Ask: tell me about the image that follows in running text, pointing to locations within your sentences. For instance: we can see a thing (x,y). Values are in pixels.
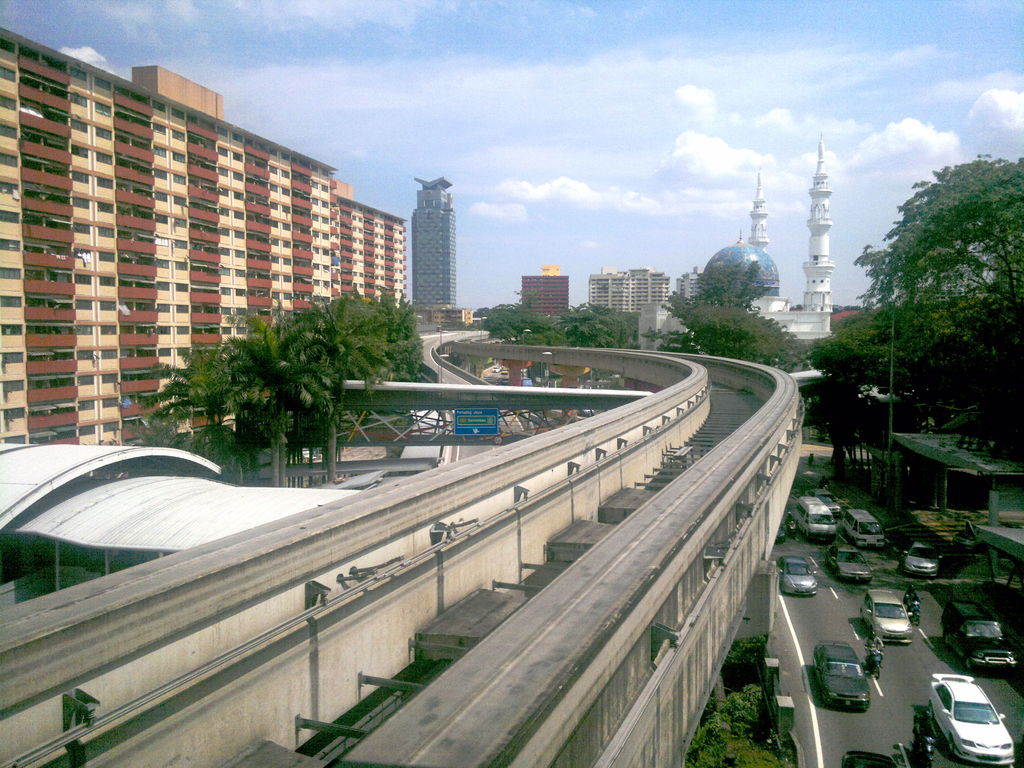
In the middle of the picture (573,504) we can see the metro train tracks (130,650) and beside it, we can see some trees (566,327), buildings (91,173) and opposite side also we can see some trees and the road (885,578) with vehicles (885,600) and in the background (650,344) we can see some trees (553,327), building (561,286), mosque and the sky (587,143) with clouds (554,96).
